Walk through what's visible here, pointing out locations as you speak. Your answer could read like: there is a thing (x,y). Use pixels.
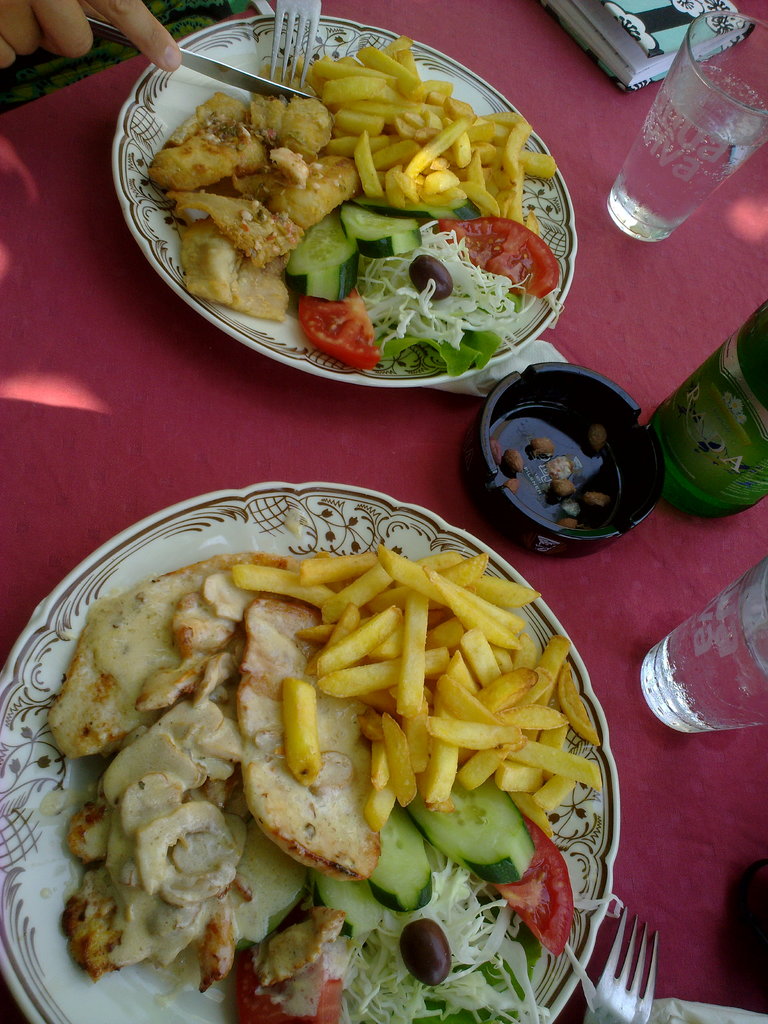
In this picture there are different food items (343,212) on the plates (546,323). There are plates (137,123), glasses (763,69) and there is a bowl (638,479), glass (759,601), book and fork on the table (622,554) and there is a person (24,74) holding the fork (311,5) and knife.
